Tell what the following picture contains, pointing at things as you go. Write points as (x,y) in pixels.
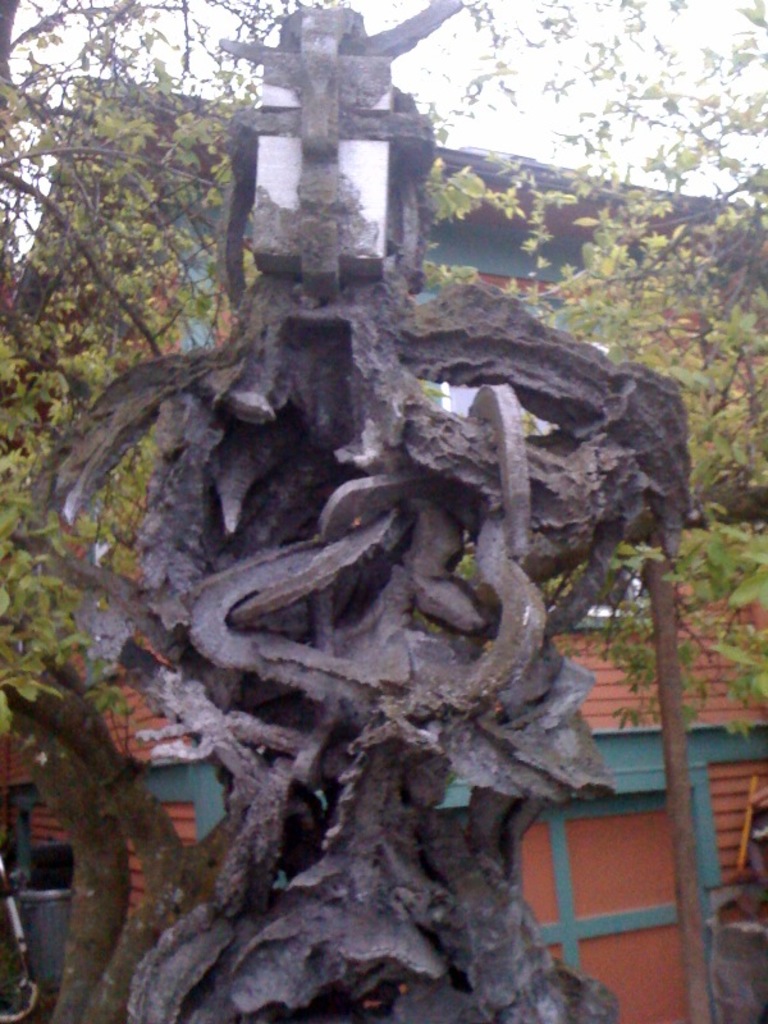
This is a house (619,764) and we can see a tree (76,987). i think even this is a sculpture (571,336).
